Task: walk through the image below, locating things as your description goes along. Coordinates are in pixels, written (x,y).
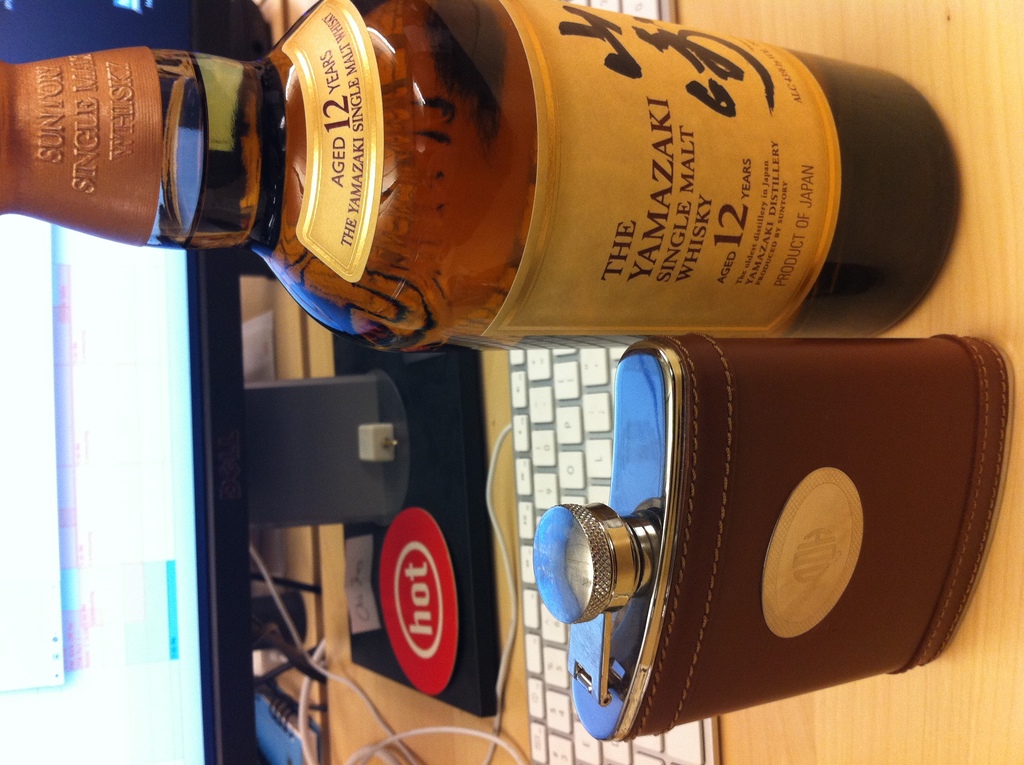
There is a whisky bottle (526,42), tin (730,444), monitor (7,611) and keyboard (555,495) on a table (950,34).
